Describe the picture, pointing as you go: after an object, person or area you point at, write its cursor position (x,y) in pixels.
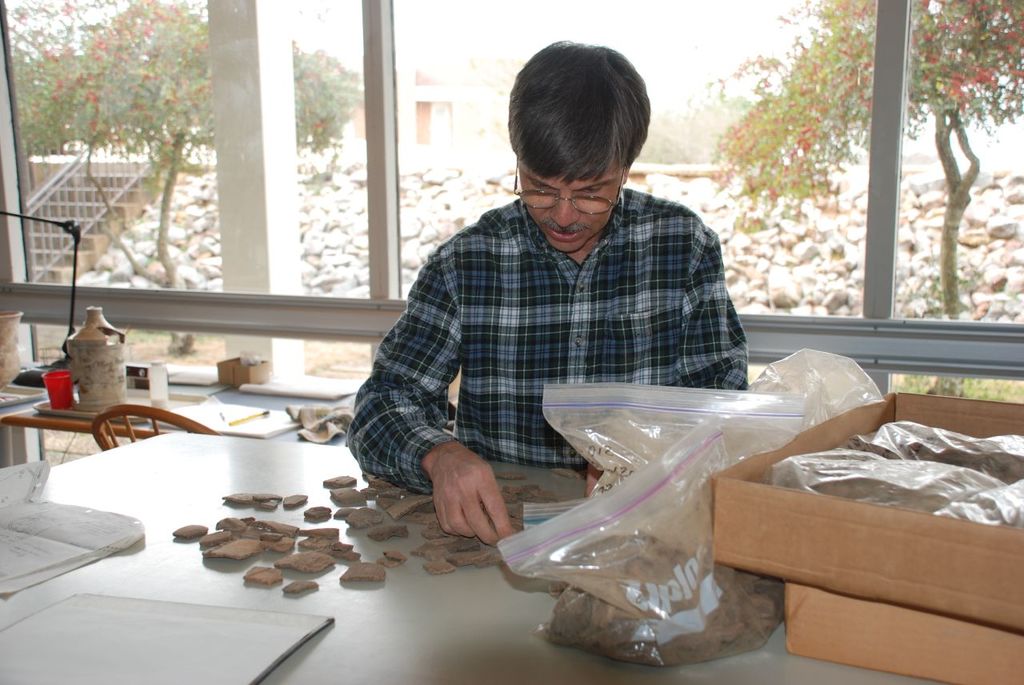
In this picture we can see a man (629,197). He has spectacles (608,205). This is the table (492,646). On the table (466,651) there are covers (653,531), boxes (944,558), and papers (103,549). On the background (242,232) there is a glass (345,179). Here we can see some trees (116,125). And these are the stones (810,247). This is the jar (112,345) and there is a cup (65,392).
